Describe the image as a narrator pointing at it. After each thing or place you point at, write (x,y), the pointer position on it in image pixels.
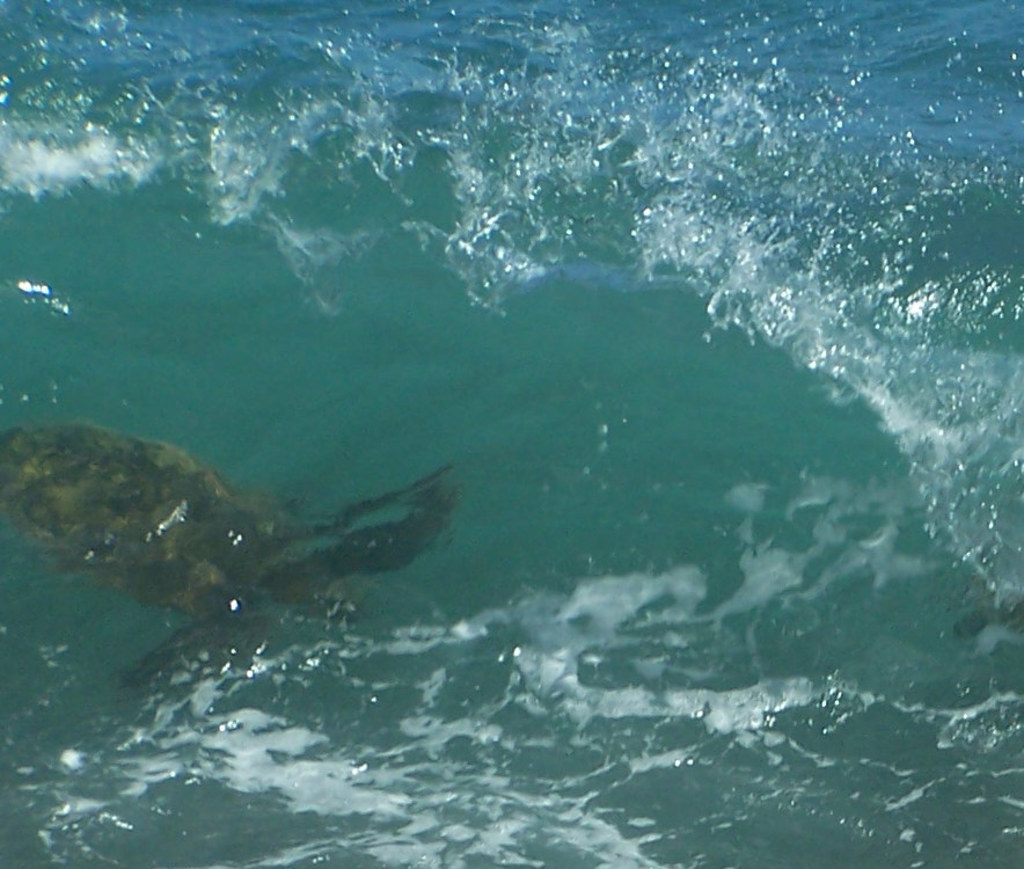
In the image we can see water (865,428), in the water (569,359) there is a water animal (235,497).
